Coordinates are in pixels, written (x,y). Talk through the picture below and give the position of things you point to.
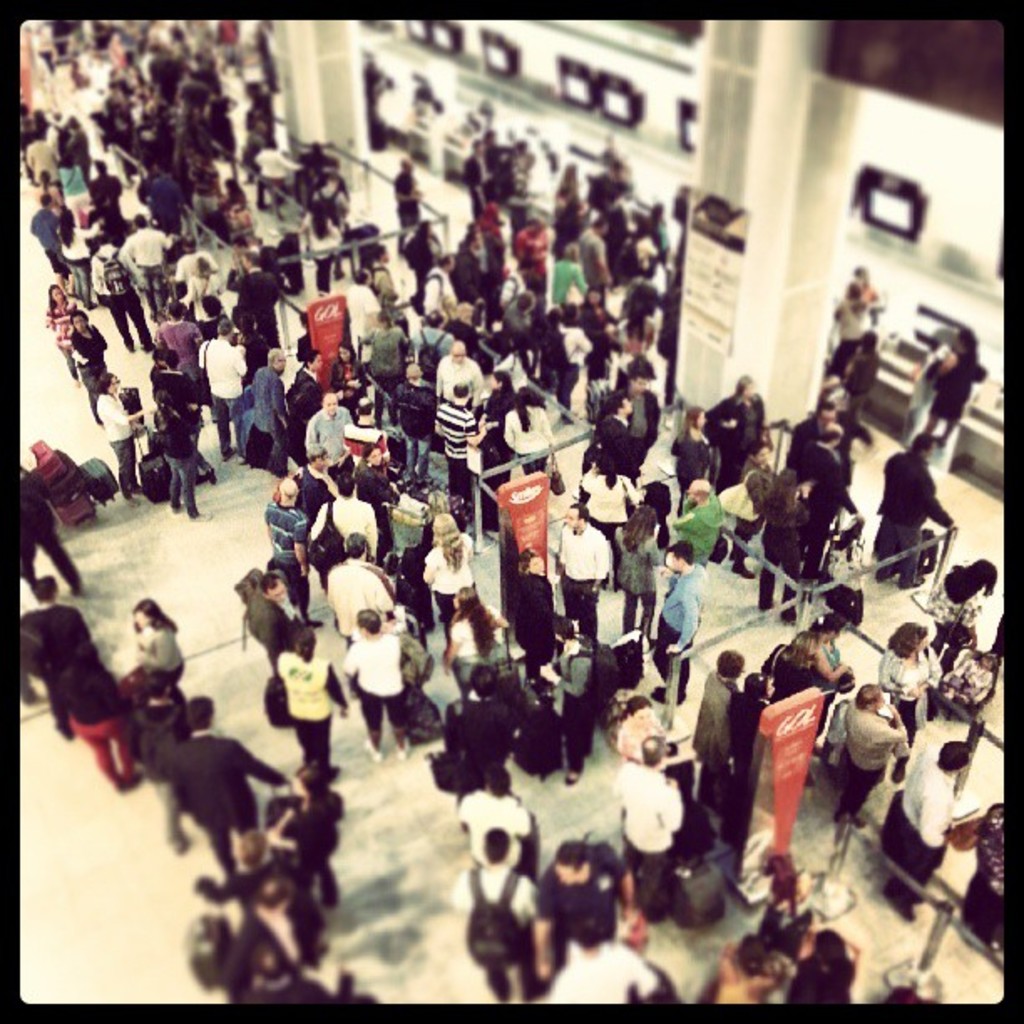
In this image there are some persons (513,738) standing and also there are some poles (945,548), in the background (897,219) there are some monitors (899,205) and pillars (767,172). At the bottom (152,858) there is floor (152,858), and also in the center (420,505) there are some luggage (252,464) and backpacks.
